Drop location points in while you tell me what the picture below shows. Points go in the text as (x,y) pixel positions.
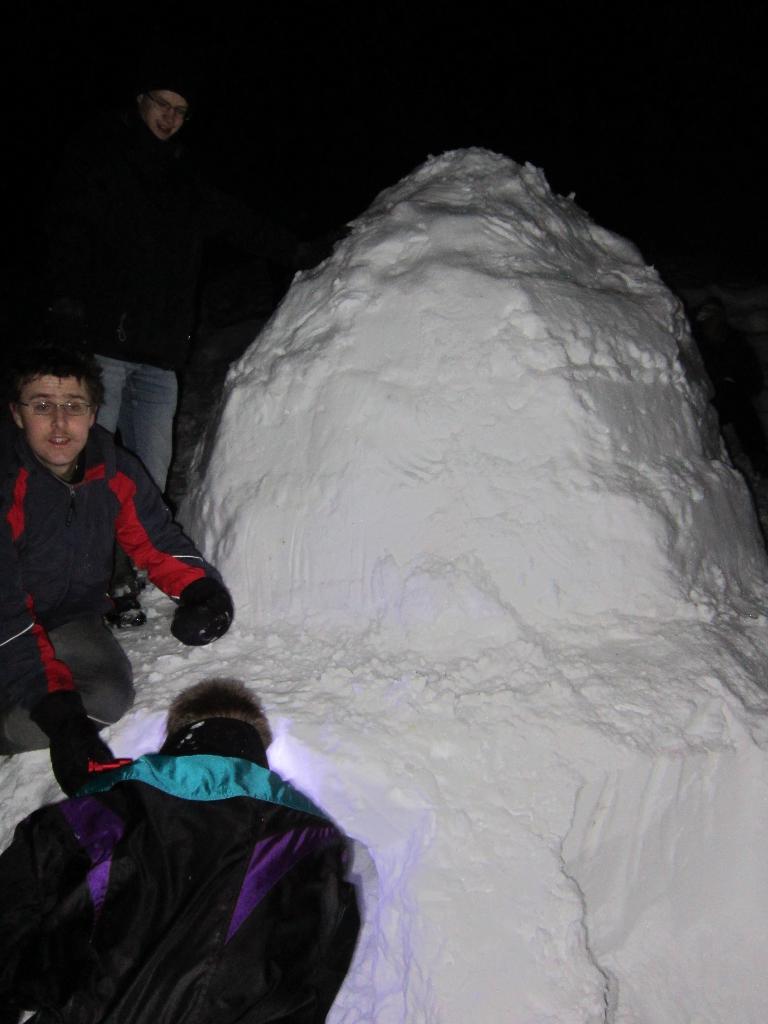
On the right of this picture (586,363) we can see there is a lot of snow (564,829). On the left (203,788) we can see the two people (163,765) seems to be sitting and we can see a person (166,193) standing on the ground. The background of the image (766,155) is very dark. In the right corner (714,343) we can see a person like thing (714,343).
